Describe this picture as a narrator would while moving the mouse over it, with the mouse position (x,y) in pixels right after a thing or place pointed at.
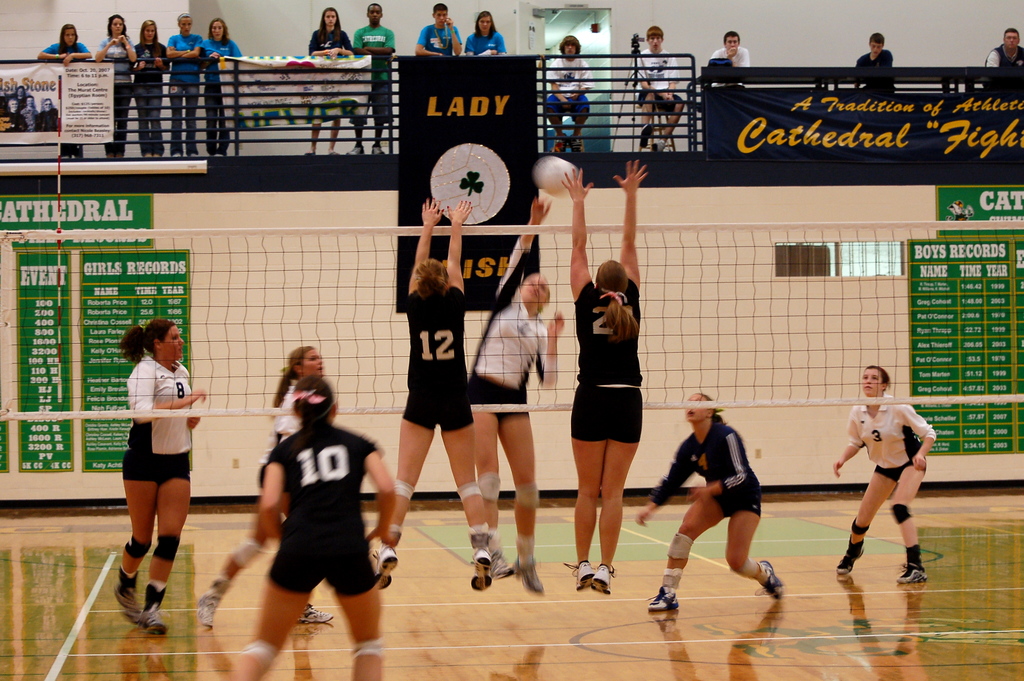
In the center of the image (522,314) there are girls (535,317) playing volleyball. There is a net (549,338). In the background of the image (448,69) there is wall (395,263) on which there are boards (67,370) with some text (177,310). There are people (674,104) standing. There is a fencing (693,82). At the bottom of the image (619,658) there is floor (684,645).
